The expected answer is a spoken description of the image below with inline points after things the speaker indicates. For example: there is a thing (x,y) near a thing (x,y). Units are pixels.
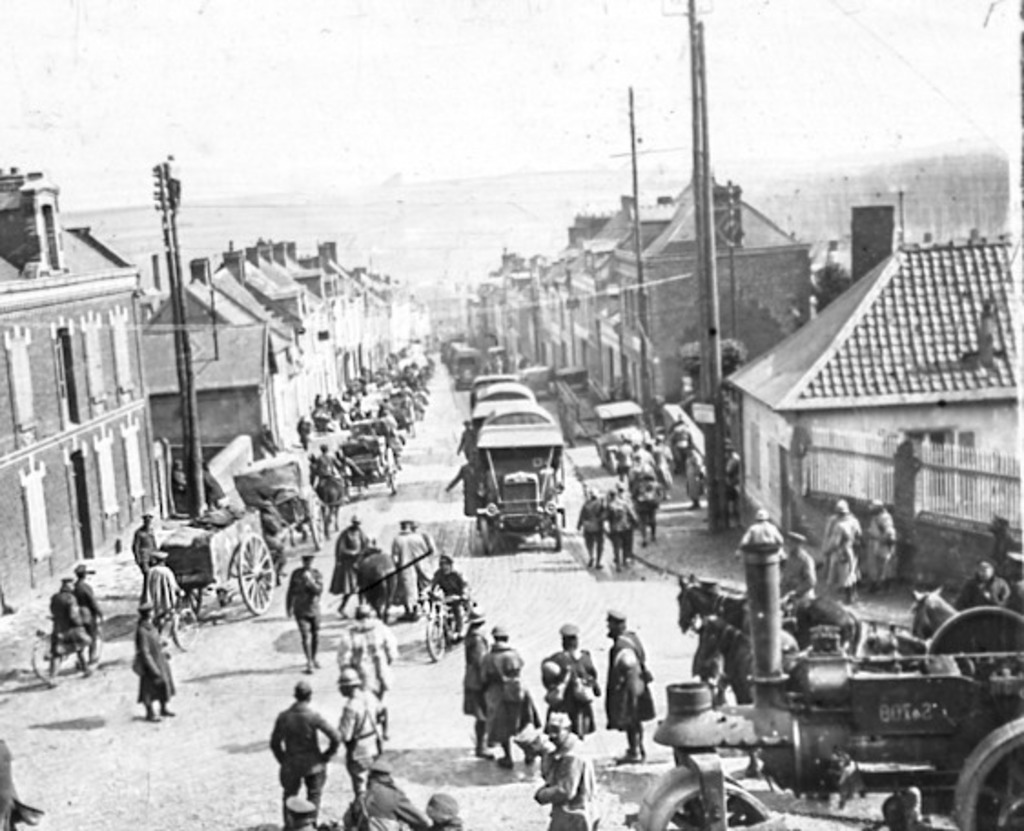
In this picture I can see many people (410,568) were standing on the road (539,592). On the right (936,351) and left side (97,383) I can see the building (528,333), poles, street lights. At the top (669,49) I can see the sky (406,92).
